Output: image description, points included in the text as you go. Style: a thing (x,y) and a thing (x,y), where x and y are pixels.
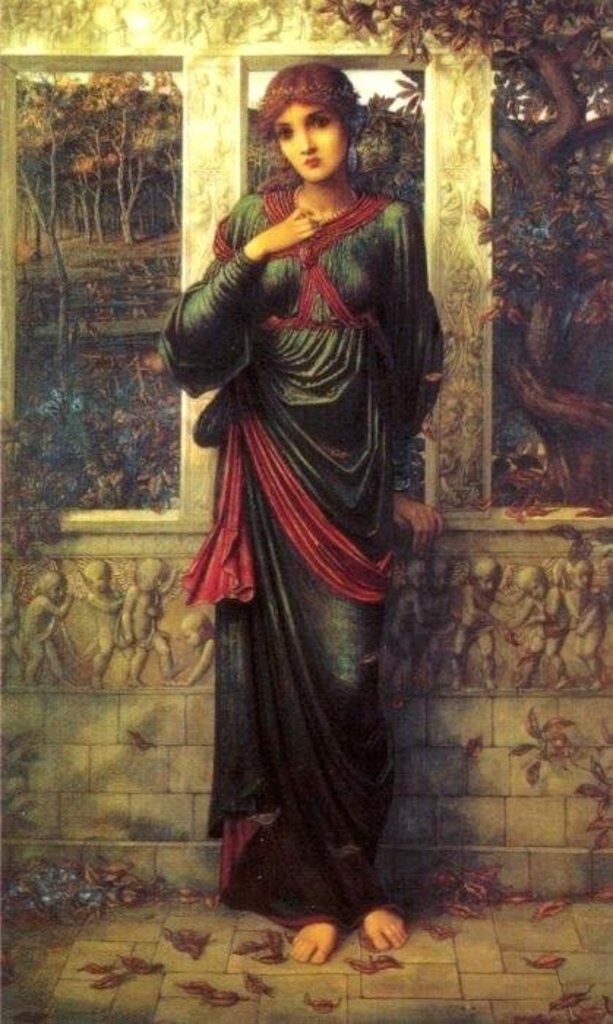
In this picture there is a painting (360,145) of a woman (325,90) standing. At the back (187,611) there is a wall (153,588) and are trees (571,198). At the top (391,79) there is sky (383,79). At the bottom (479,980) there are dried leaves (487,883) on the floor (20,935).
